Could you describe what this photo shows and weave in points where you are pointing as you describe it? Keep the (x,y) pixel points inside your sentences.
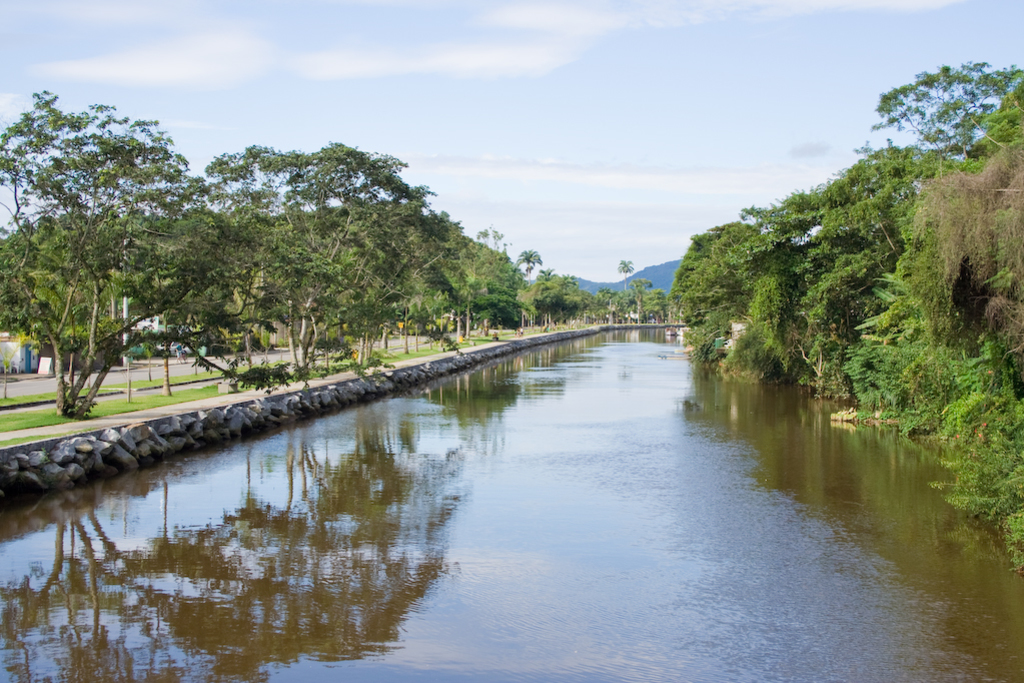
In this image I can see the water (460,451). To the side of the water (460,451) I can see many trees (220,334) and the road (147,368). In the background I can see mountains (662,288), clouds (540,23) and the sky (444,135).
